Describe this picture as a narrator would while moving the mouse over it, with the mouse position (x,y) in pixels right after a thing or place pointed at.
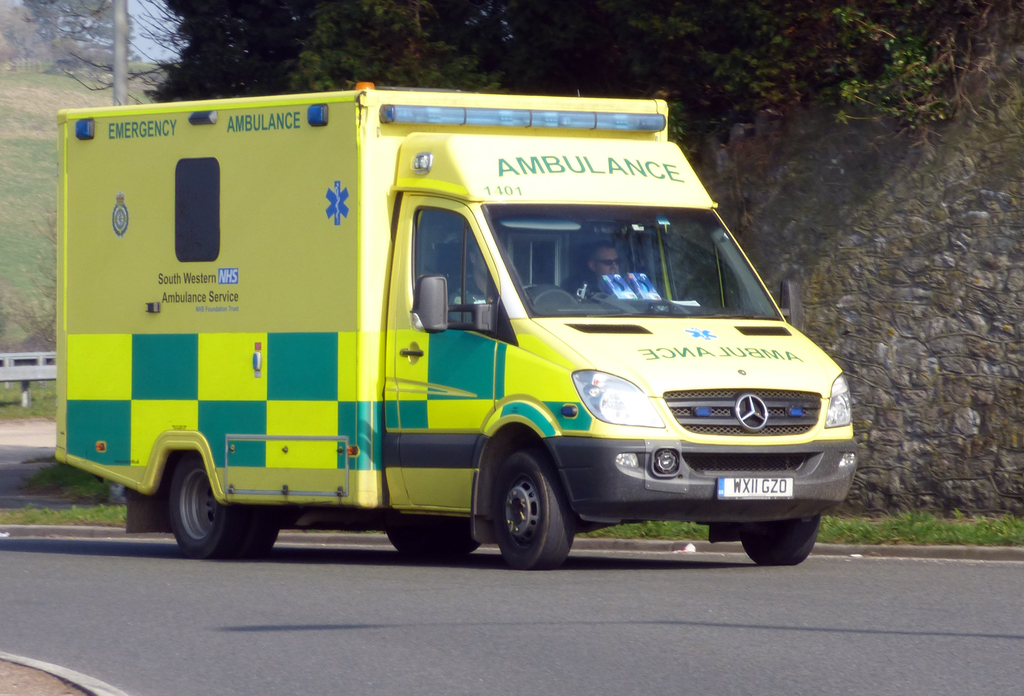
In this picture we can see a vehicle (535,542) with people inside it and this vehicle (551,547) is on the road (469,557) and in the background (845,219) we can see a wall (861,231), trees (366,9), pole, fence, grass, sky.
